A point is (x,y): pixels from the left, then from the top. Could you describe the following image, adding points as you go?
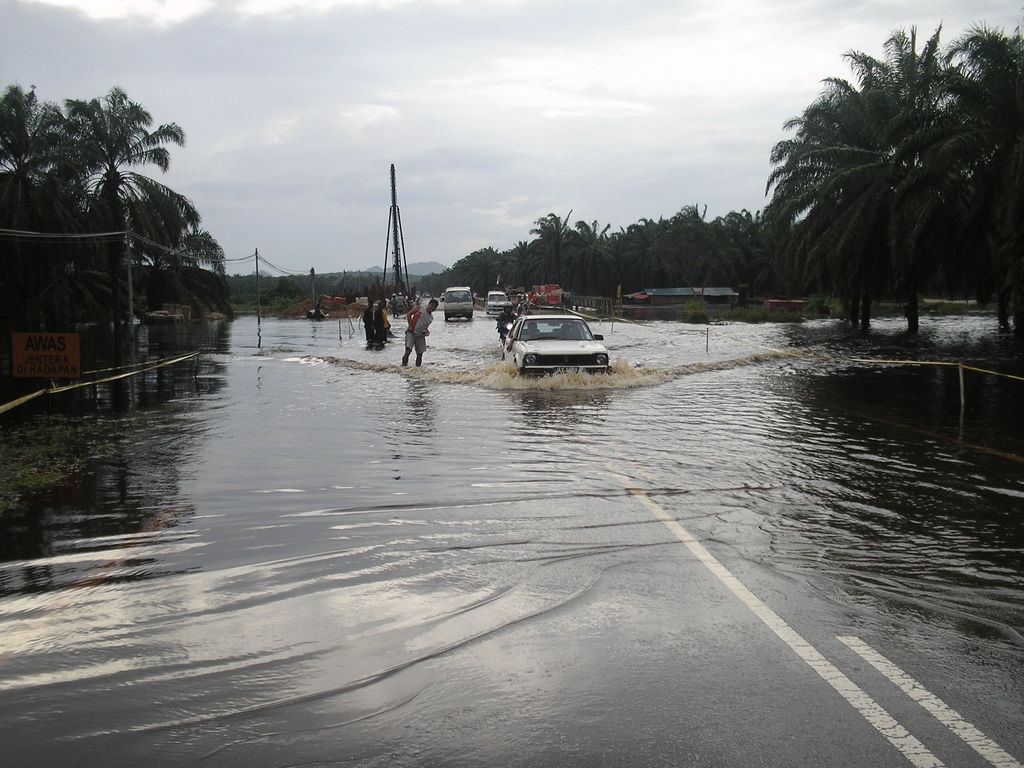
There is road (659,637). On the road (670,630) there is water (432,438). Also there are vehicles (459,301) on the road (571,468). On the sides of the road (184,247) there are trees (693,225). In the background (423,126) there is sky (426,157). Also some people (373,311) are there.
